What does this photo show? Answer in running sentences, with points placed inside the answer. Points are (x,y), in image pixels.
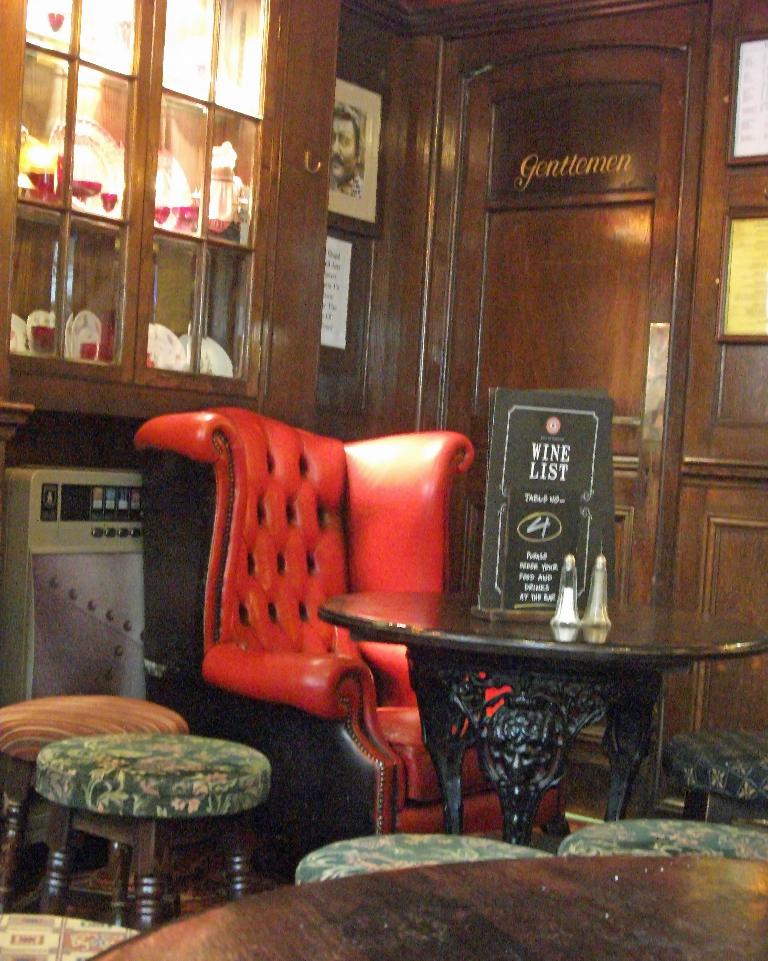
In this picture we can see frames (762,108) on the wall (733,362). We can see stools (211,792), chair (323,502) and objects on the table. On the left side of the picture (247,301) we can see objects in the cupboard (286,279).
